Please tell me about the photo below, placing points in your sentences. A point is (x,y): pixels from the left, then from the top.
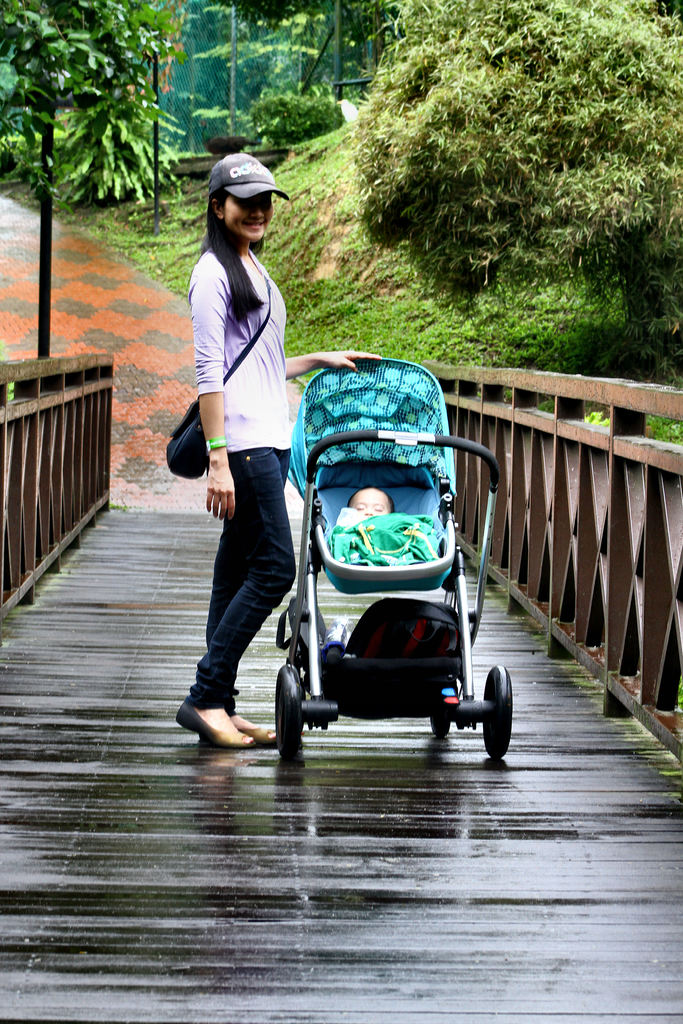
In this image we can see a baby (360,540) in a carrier (400,581) and a woman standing on the deck (468,793). We can also see the wooden fence (81,487), grass (344,336), the pathway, some poles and a group of trees (491,83).
